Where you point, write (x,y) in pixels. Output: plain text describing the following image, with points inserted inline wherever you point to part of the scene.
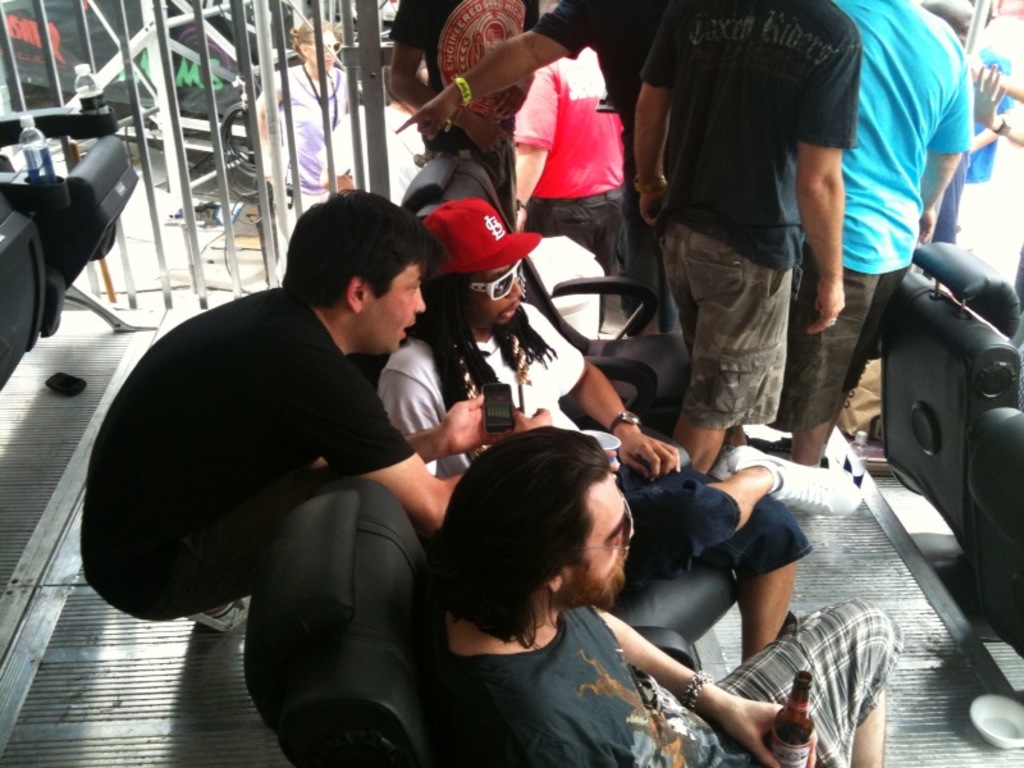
In this picture we can see two people (449,503) sitting on chairs (373,610), bottles (89,67), some people (516,103) are standing and in the background (381,76) we can see some objects (39,85).
